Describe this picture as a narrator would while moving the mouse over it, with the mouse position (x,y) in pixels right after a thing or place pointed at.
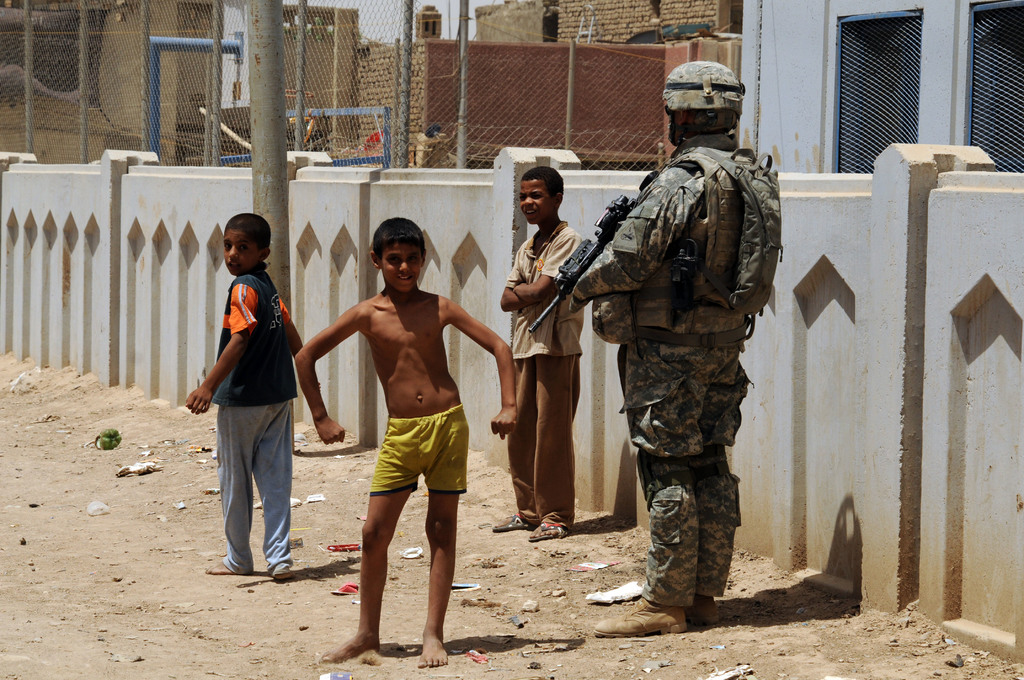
In this picture, we see three boys (394,346) are standing. The boy (459,310) in the middle (413,230) is smiling and he is posing for the photo. Beside him, we see a man (634,259) in the uniform (624,298) is standing and he is holding a rifle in his hand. Beside him, we see a white wall (302,153). In the middle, we see a pole (257,11). Behind that, we see the fence (310,76). There are poles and buildings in the background (505,63).
